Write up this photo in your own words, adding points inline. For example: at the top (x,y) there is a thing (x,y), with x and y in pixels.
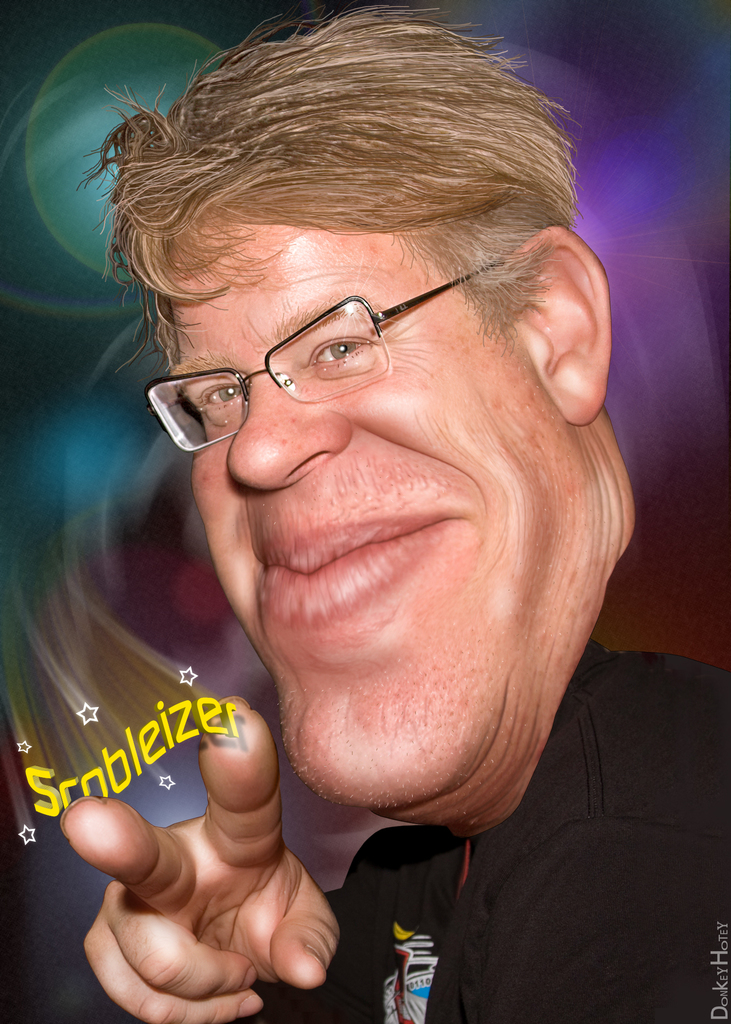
This is an cartoon picture of a man (420,754) and we see text (103,790) at the bottom left (128,777) and bottom right corner (719,940) and the man (338,356) wore spectacles (338,356) on his face (323,341).
